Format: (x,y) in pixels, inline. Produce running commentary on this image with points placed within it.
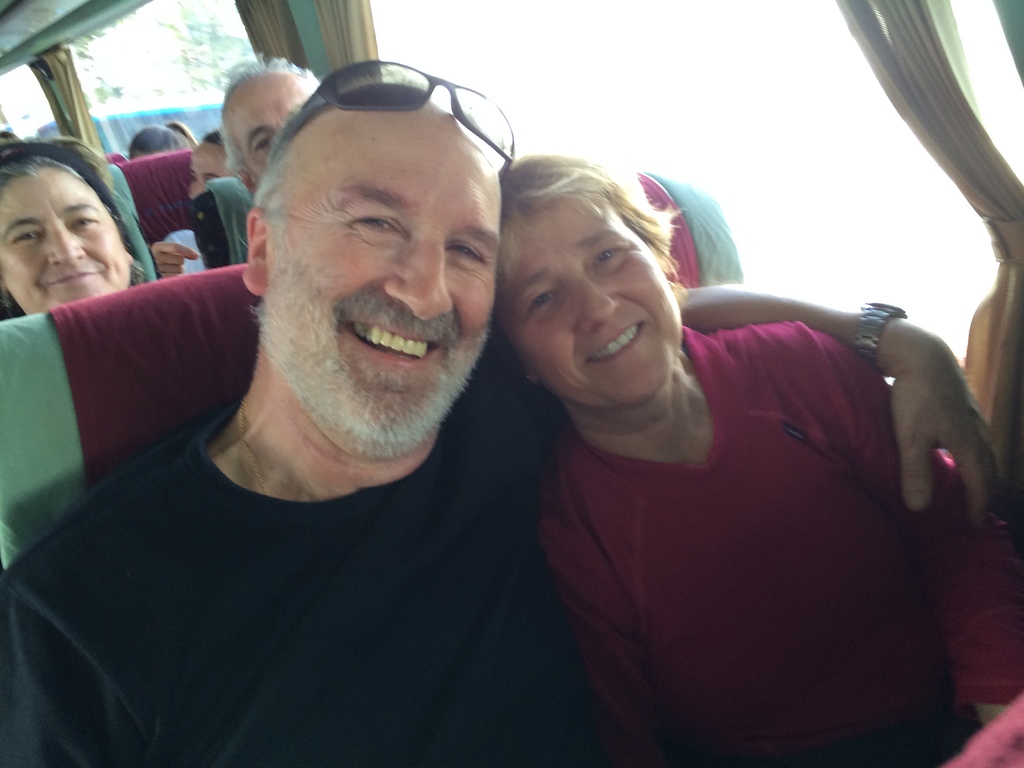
In the image there is a man (279,398) with goggles (404,107) on his head (373,219) is sitting. Beside him there is a lady (732,391). Behind them there are few people (77,230) sitting on seats (181,221). Beside them there are glass windows (198,126) with curtains (366,18).
